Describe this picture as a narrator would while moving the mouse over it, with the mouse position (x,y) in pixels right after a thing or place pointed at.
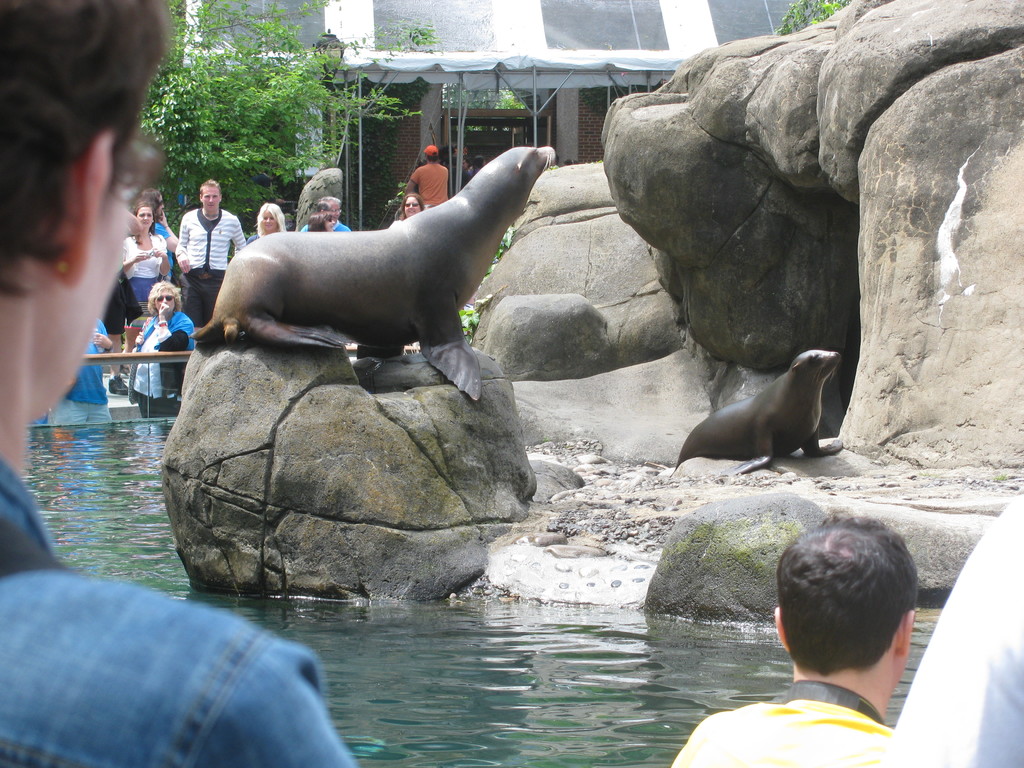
In this image there is a seal (355,290) on the stone (391,434). At the bottom (160,542) there is water (500,669). On the right side (769,409) there is another seal (766,440) on the stone (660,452). In the background (214,198) there are so many people (187,255) who are standing near the fence (102,355) and watching the seal (448,275). At the top (394,26) there is a tent (603,51) under which there are two persons (418,172). On the right side (886,139) there are big rocks (778,162) under which there is a seal (771,401).
